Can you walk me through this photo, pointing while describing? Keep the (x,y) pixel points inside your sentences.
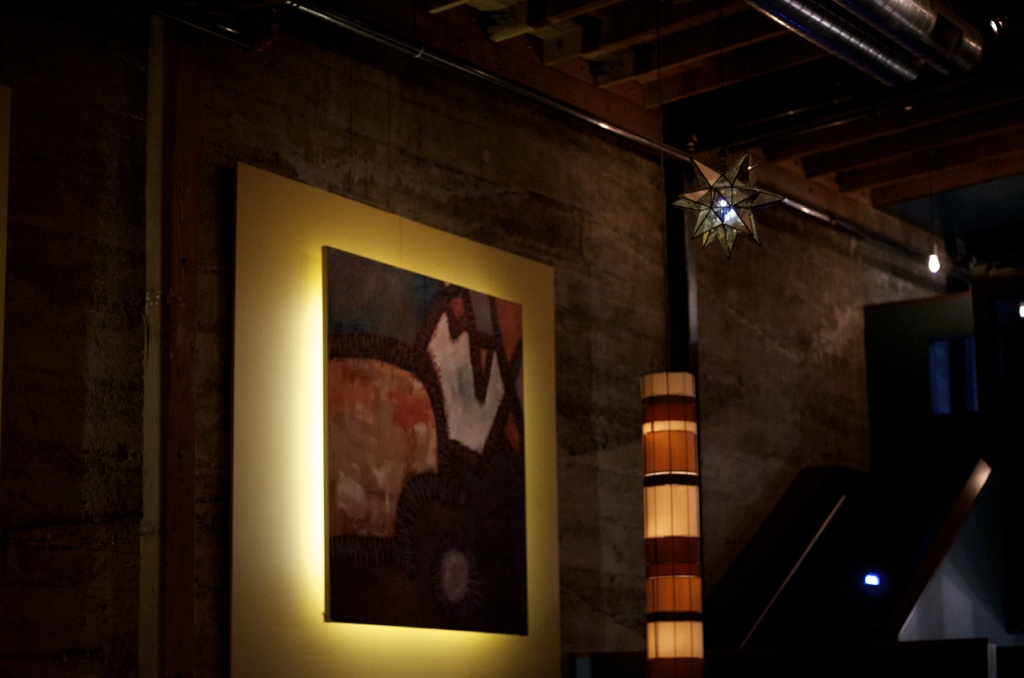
In this picture we can see board (404,275) on the wall (489,234), lamp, lights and decorative item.
